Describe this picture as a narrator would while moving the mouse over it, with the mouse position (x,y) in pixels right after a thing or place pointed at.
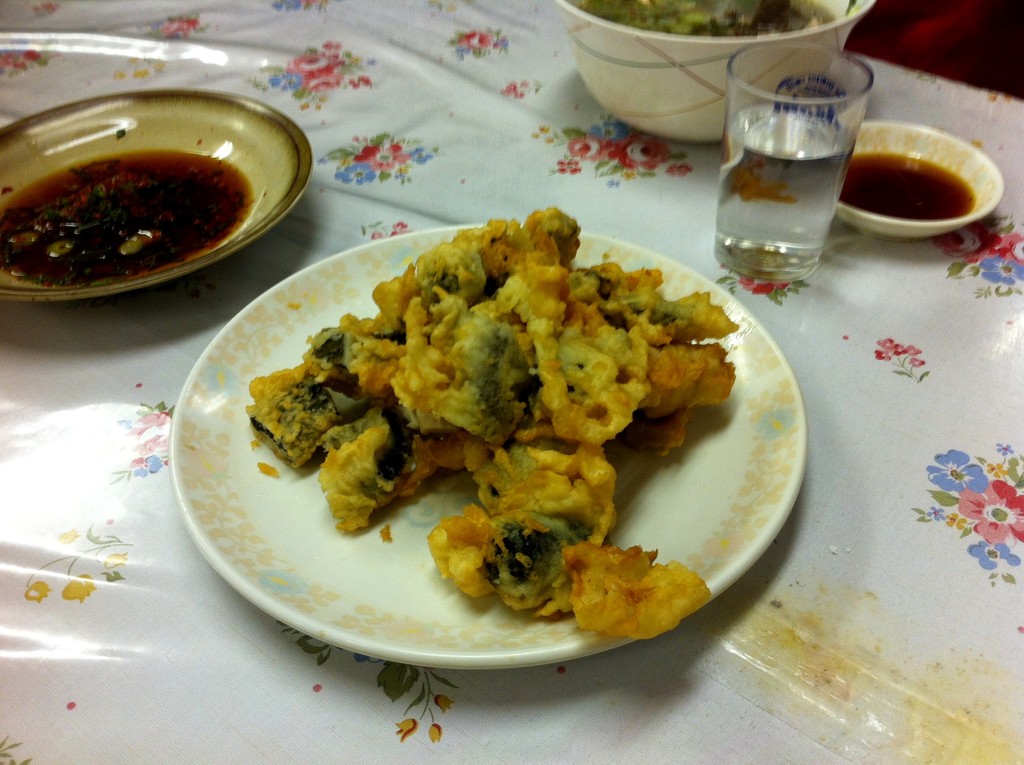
In this picture we can see a table (947,522) at the bottom (656,535), there are two plates (651,523), two bowls (695,80) and a glass of drink (821,152) present on the table (823,295), we can see some food (584,416) in these plates (641,512) and bowls (966,159).
